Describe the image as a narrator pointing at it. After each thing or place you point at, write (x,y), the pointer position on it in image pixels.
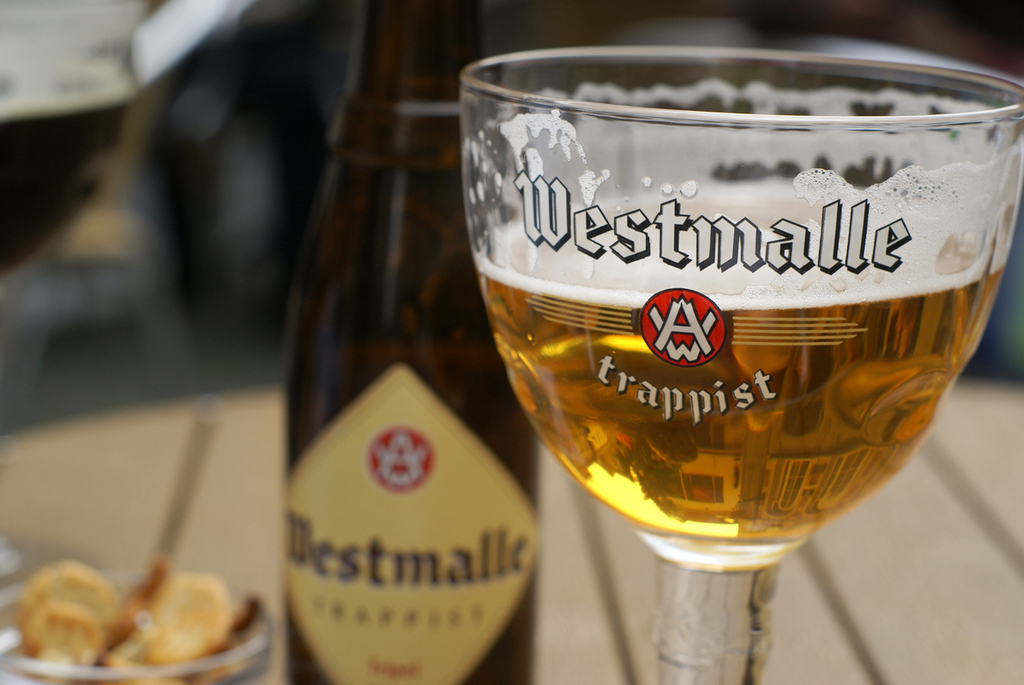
here is a glass (751,390) on which westmalle is written. in the glass (807,434) there is drink (734,422). behind the glass (685,391) there a glass bottle (343,349) placed on the table (254,492).
